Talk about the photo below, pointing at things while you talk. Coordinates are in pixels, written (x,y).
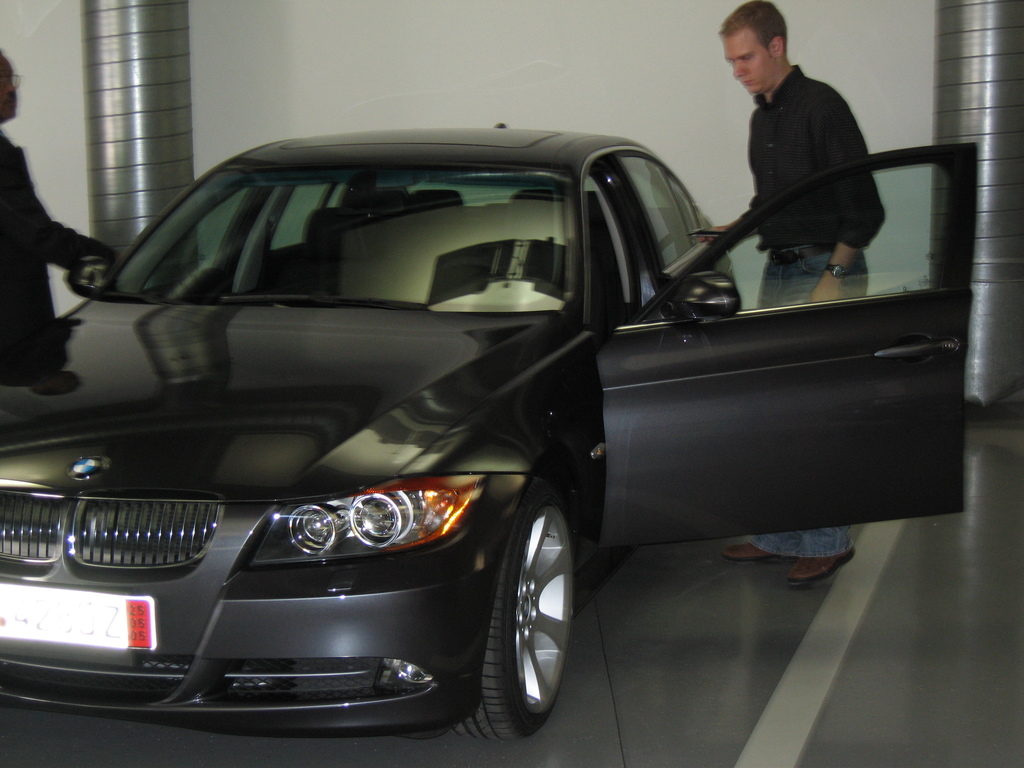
In this picture I can see a black color car (638,252) in front (28,497) and I can see a logo (93,461) and a number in front of the car (179,498) and I can see 2 men (29,254) who are standing near to the car (367,208). In the background (85,72) I can see the wall (824,54) and 2 silver color poles (166,85).
